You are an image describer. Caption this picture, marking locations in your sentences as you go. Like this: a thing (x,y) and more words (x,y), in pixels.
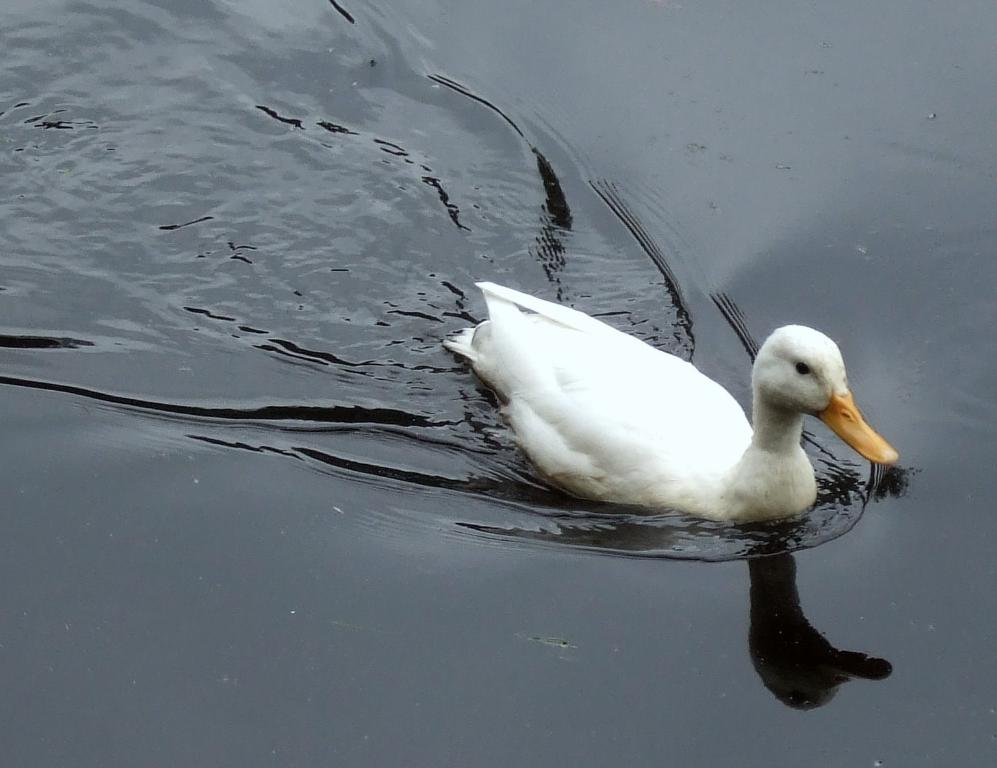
In this image, we can see a white duck (671,460) is swimming in the water (427,522).
